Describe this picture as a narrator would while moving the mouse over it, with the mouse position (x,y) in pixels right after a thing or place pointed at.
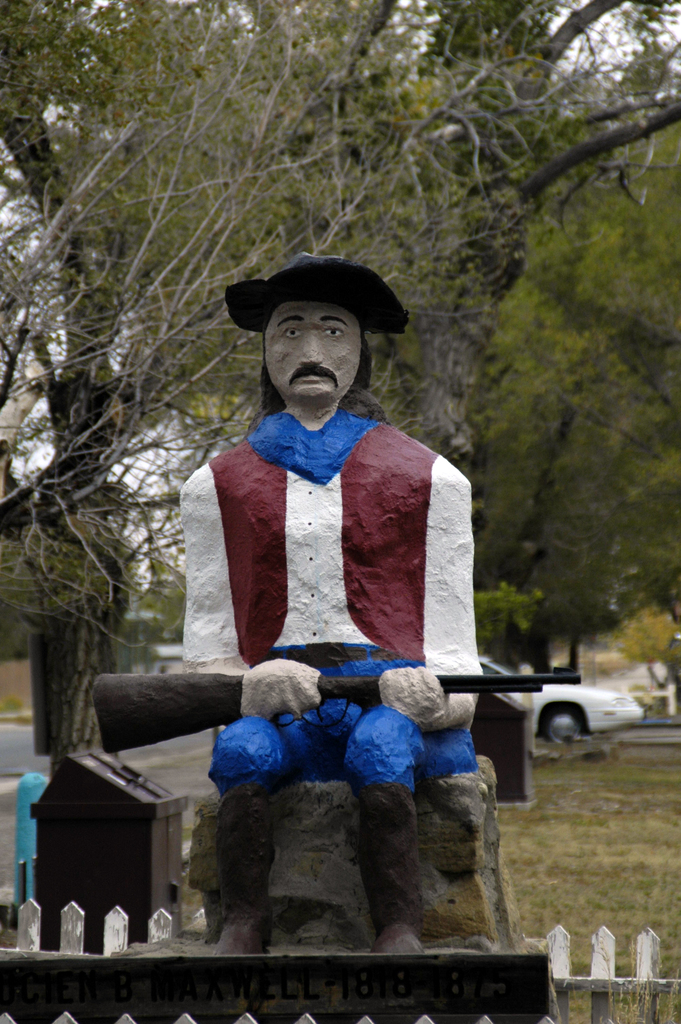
In this picture there is a statue (371,501) in the center of the image (249,612) and there are trees (422,312) in the background area of the image (387,403).
